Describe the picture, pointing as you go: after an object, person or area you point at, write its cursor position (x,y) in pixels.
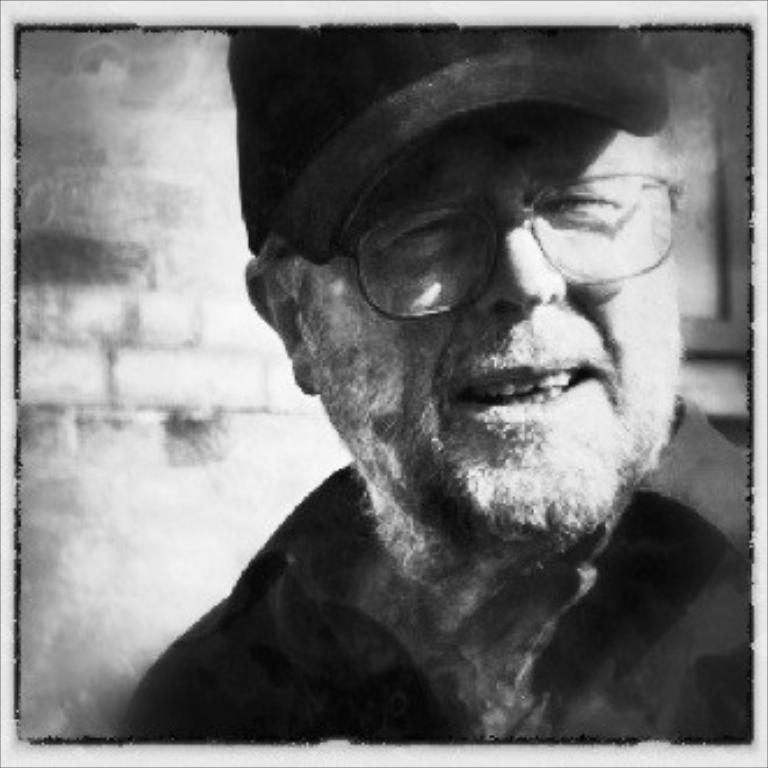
In this picture we can see a man (351,645) wore a spectacle (409,251), cap (490,60) and smiling and in the background (163,178) we can see the wall (189,414).
